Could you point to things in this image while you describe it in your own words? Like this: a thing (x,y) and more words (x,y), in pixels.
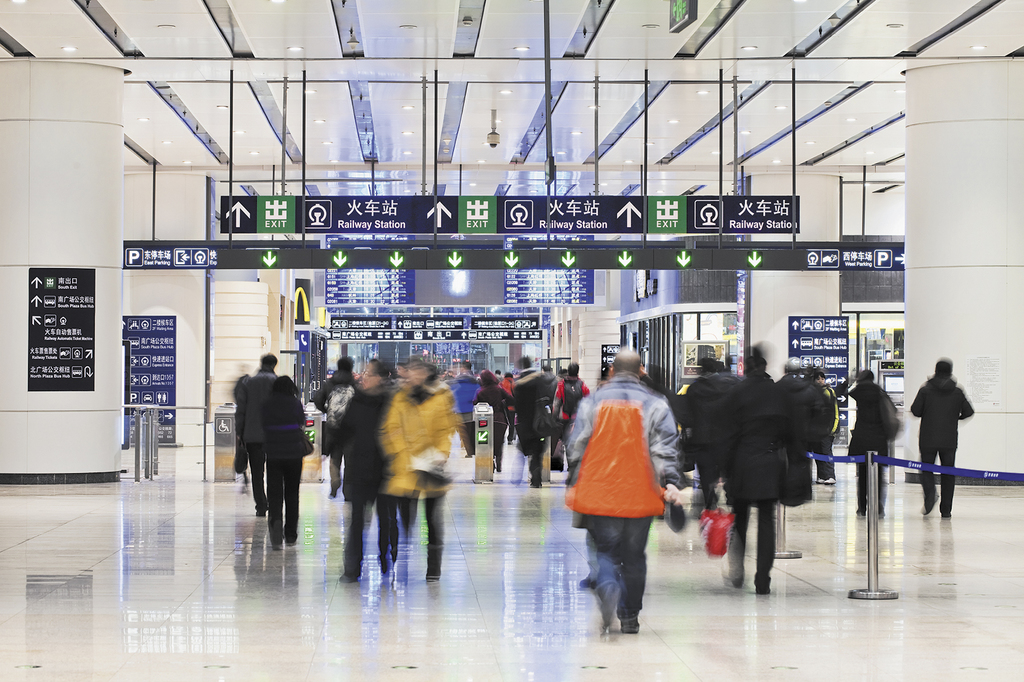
In this picture there is a inside view of the railway station lobby (505,354). In the front (280,418) there are many people (471,394) walking in the front (432,529). Above there are many hanging and direction boards (493,251). On both the side there are some white pillars (106,346).
